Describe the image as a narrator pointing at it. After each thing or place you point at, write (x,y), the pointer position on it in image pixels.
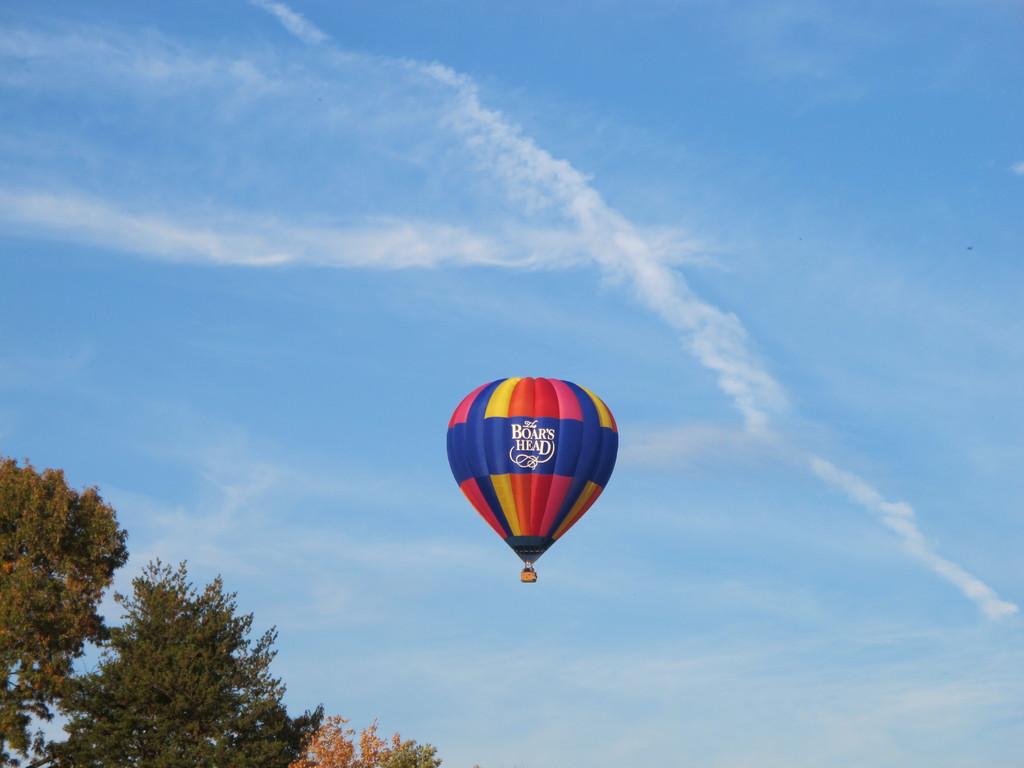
In the image we can see an air balloon (534,483) in the air. Here we can see trees (183,688) and cloudy pale blue sky (556,351).
